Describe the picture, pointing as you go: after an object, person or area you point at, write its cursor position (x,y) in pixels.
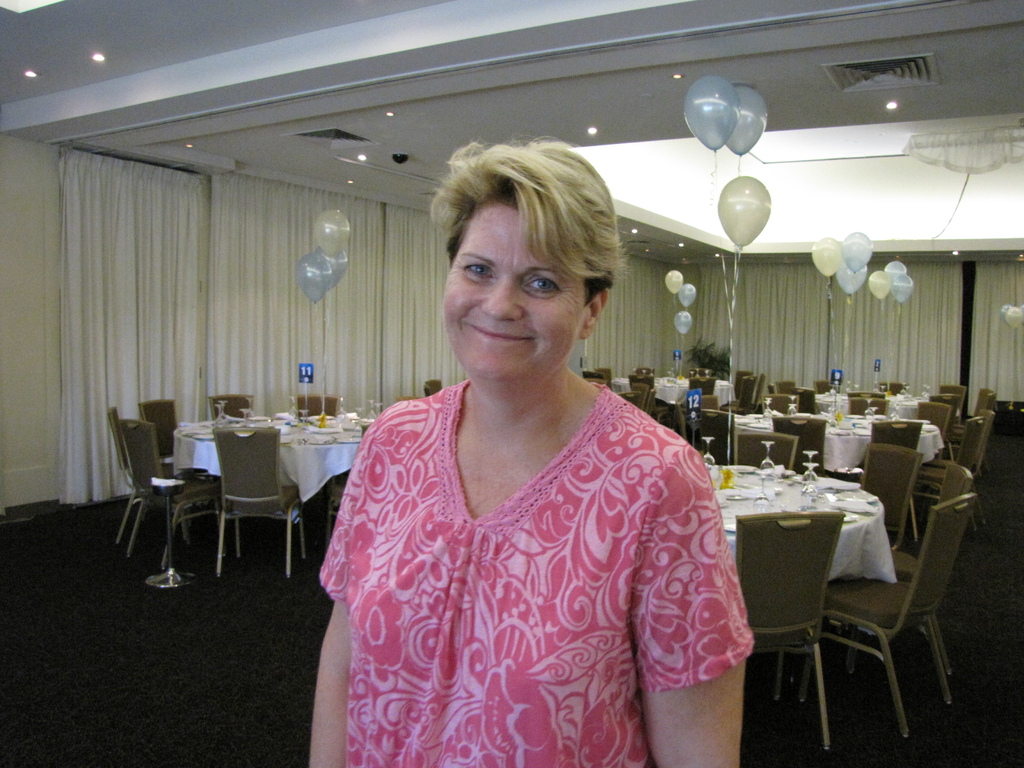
It is big room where a woman (527,640) is standing and wearing a pink dress (543,648), behind her there are number of tables (842,557) and chairs (895,465) with so many glasses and plates (853,495) on it and the balloons (756,114) are tied to the tables (747,486) behind her and left corner of the picture (83,394) there are curtains (83,378) in white colour.
